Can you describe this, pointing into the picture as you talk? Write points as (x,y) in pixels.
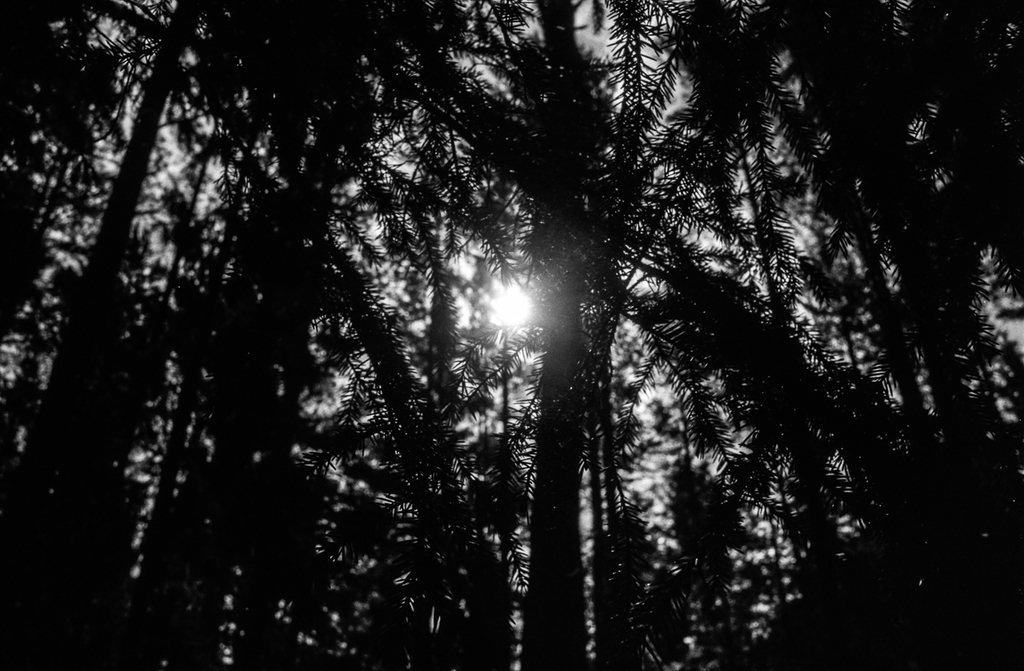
This picture is clicked outside in the forest (766,305) we can see the trees (504,468) in the background (492,312) can see sky (680,100) and the light (519,318) and other objects (595,429).
